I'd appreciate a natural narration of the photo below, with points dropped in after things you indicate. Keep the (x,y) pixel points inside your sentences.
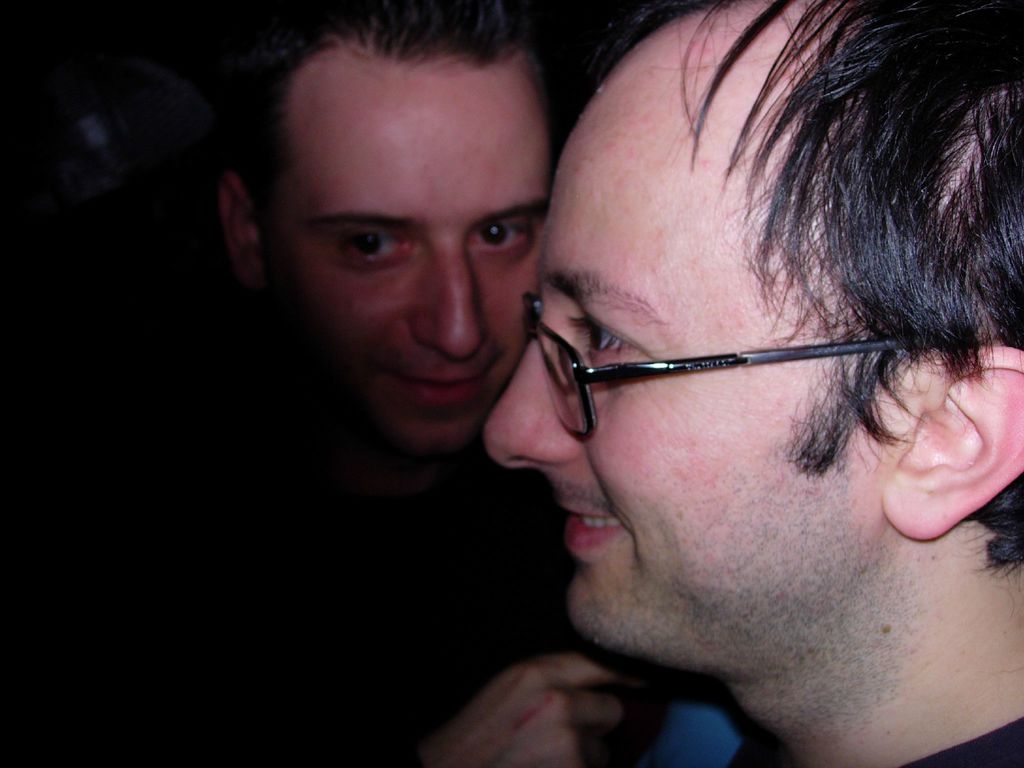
On the right side of the image (836,511) there are two men (261,588) and the left side of the image (178,644) is dark.
